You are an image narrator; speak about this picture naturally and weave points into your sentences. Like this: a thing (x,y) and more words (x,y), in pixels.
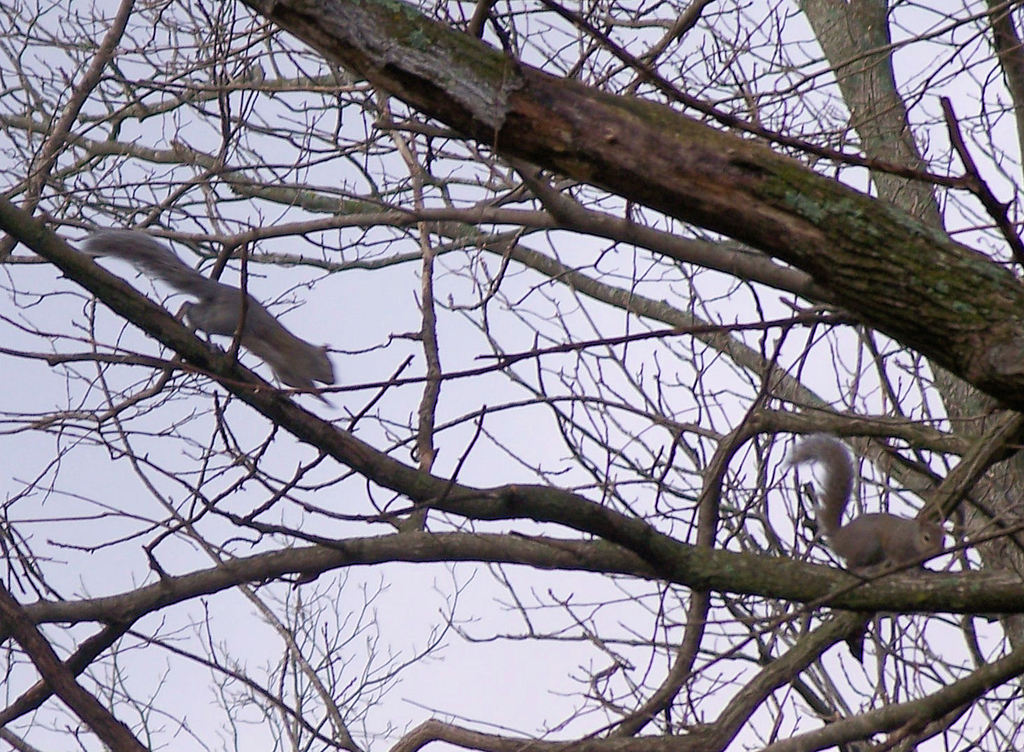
In this image we can see two squirrels (866,532) on the branches (737,150) of a tree (724,149). Behind the tree (535,265) we can see the sky (475,402).
